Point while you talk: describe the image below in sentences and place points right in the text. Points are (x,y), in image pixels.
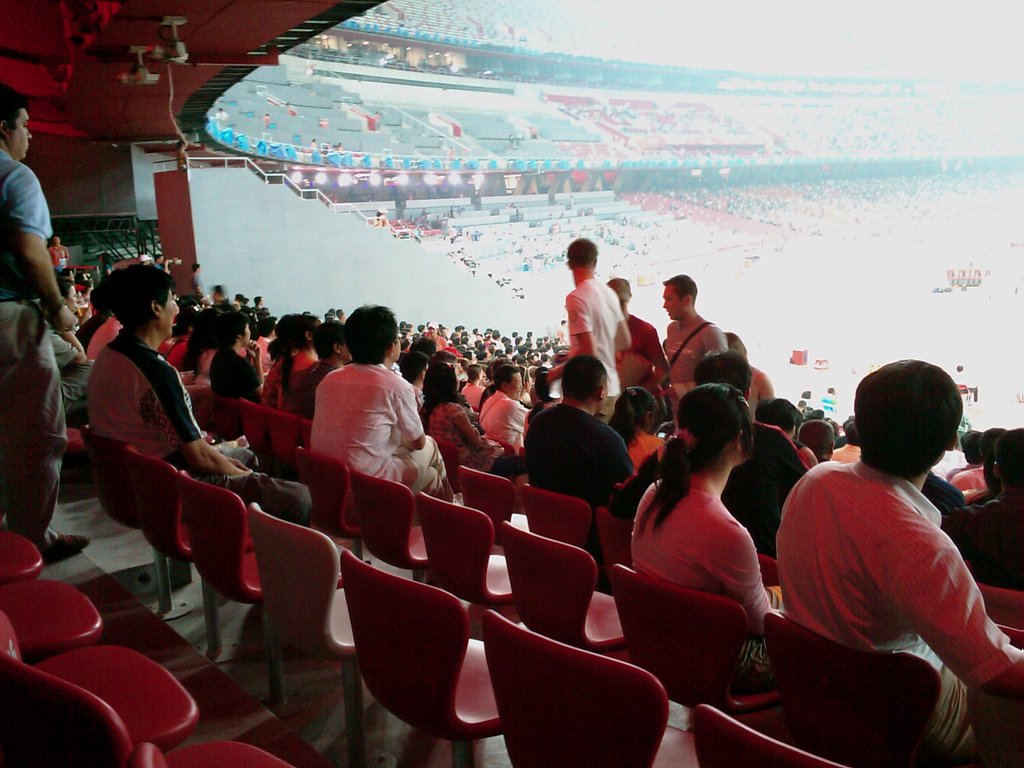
In this picture I can see group of people (385,437) among them some are standing and some are sitting on chairs (477,559). In the background (530,203) I can see the stadium (715,203).
